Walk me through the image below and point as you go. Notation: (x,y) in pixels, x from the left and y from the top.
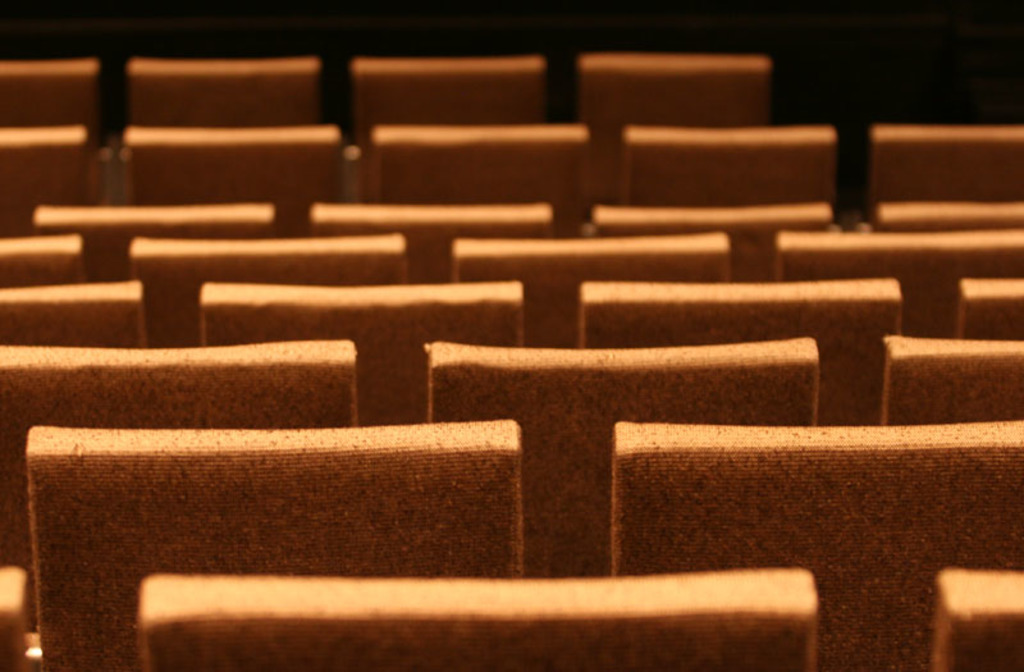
In this image, we can see there are brown color chairs (399,135) arranged on a surface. And the background (37,39) is dark in color.
